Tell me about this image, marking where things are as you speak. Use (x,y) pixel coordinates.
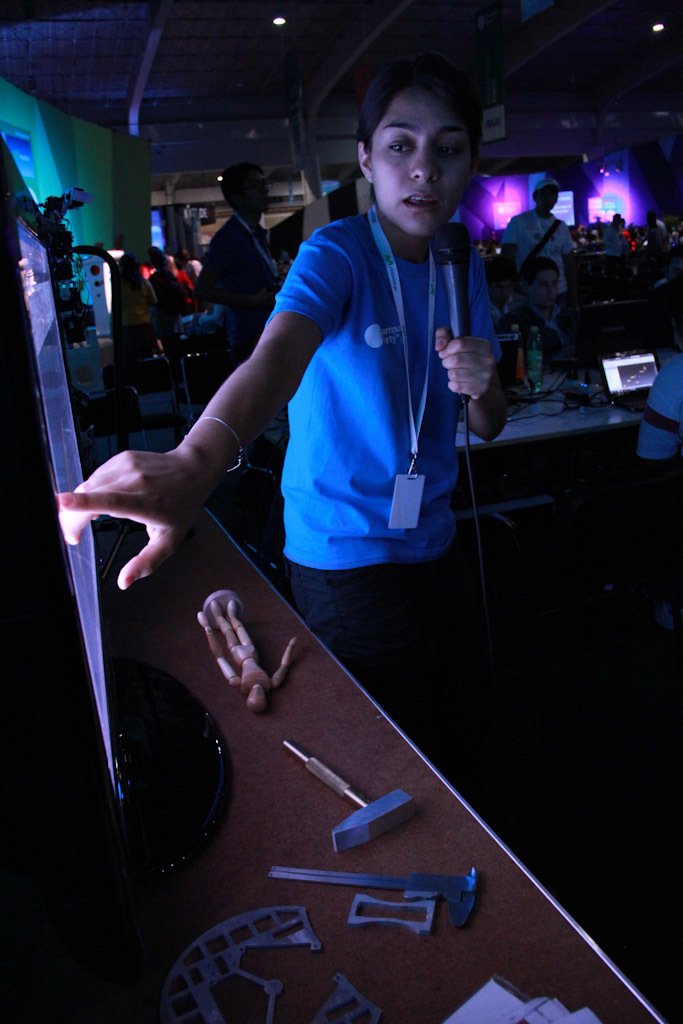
This image consists of a woman (375,670) wearing a blue T-shirt (377,365) and holding a mic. On the left (86,584), we can see a screen (101,685) on a table (475,962). At the bottom (354,832), we can see a small hammer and a measuring device (468,886) on a table (291,796) along with a doll (219,643). In the background (666,371), there are many people (655,437). At the top (252,63), there is a roof (559,58). On the right (623,407), we can see a laptop (641,395). At the bottom (513,802), there is a floor (509,837).
